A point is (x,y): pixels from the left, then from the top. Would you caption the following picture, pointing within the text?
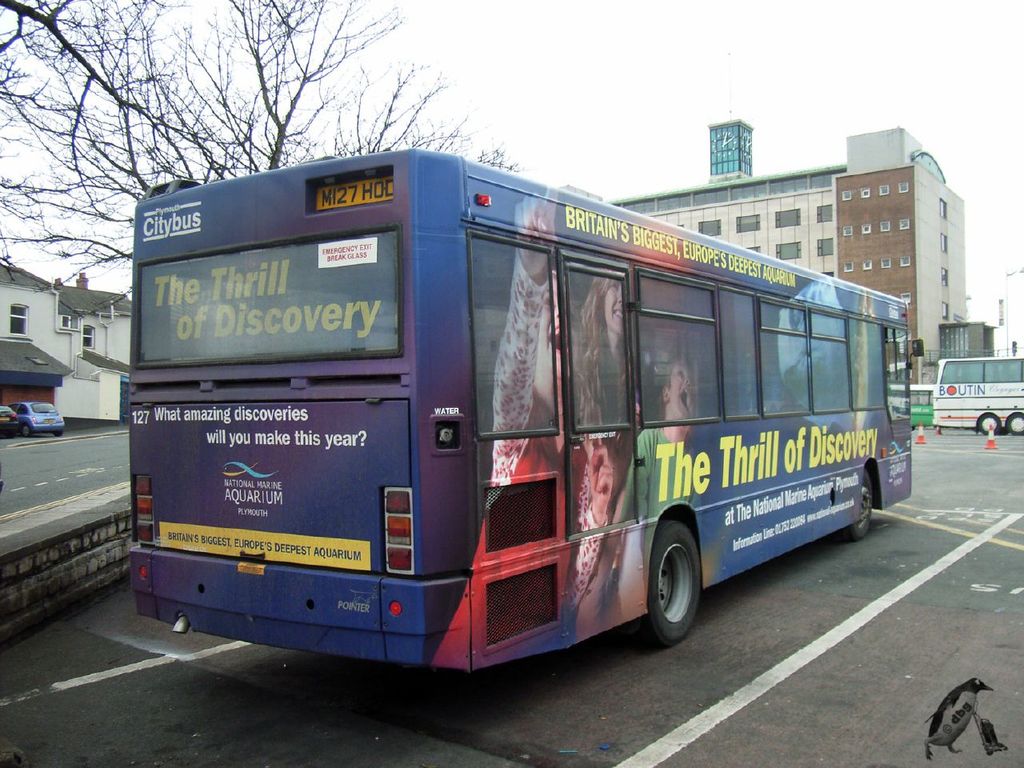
In this image I can see a blue bus (534,464) and a white bus (955,381). Here on this road (937,496) I can see two cones (925,438). I can also see few cars (22,431) and a white color of house (72,300). Here I can see a building (917,241) and a tree (150,82). On this bus (678,422) I can see "The Thrill of Discovery" is written on it.
